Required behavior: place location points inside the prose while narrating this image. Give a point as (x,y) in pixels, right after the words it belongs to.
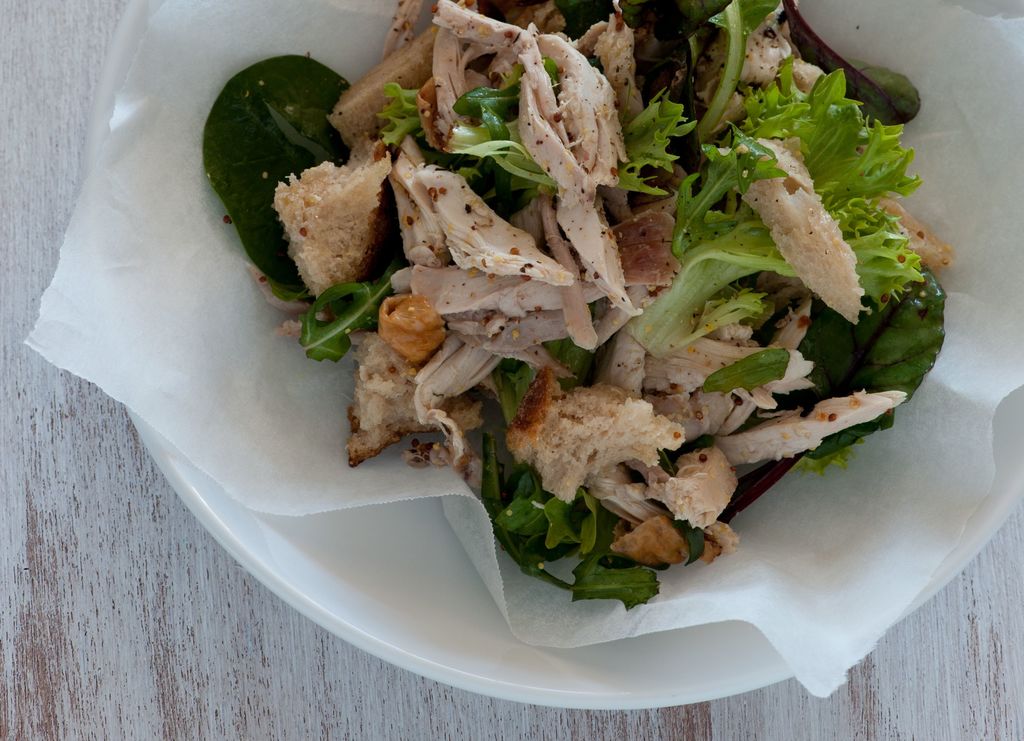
In this image, we can see food (390,394) which is placed on the table (313,693).
